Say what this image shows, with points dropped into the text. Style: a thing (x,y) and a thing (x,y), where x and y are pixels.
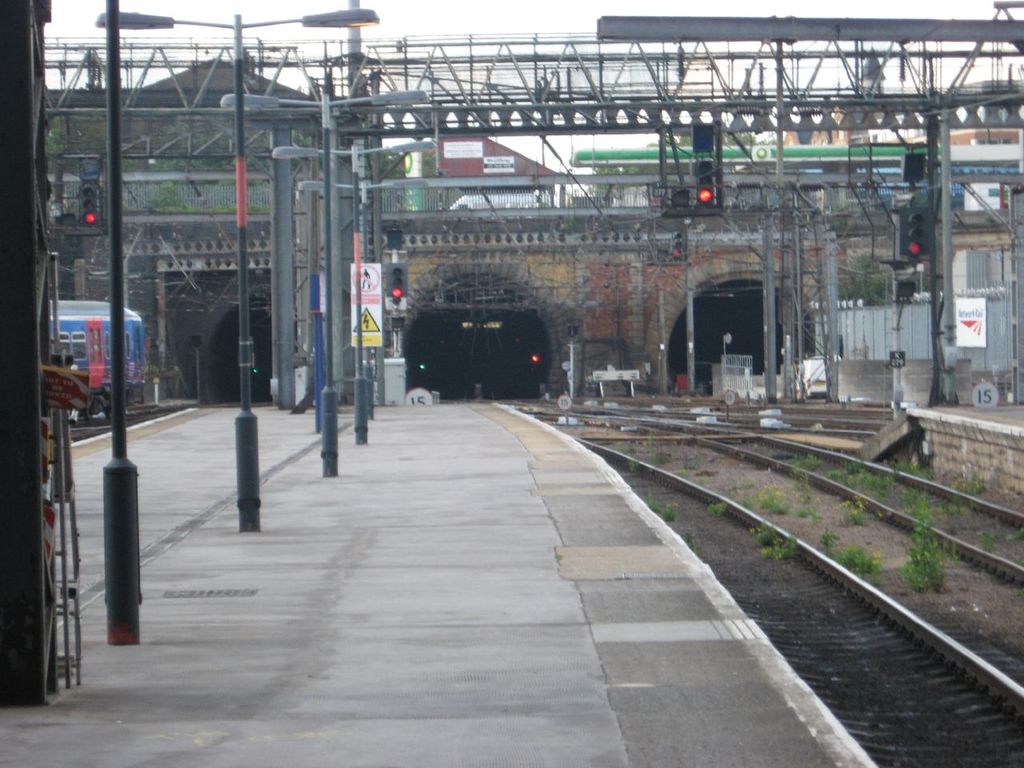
In this image we can see poles (286,258), boards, traffic signals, rods (824,306), railway tracks (914,724), tunnels (435,352), bridge (215,265), platform (873,444), plants (869,552), buildings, and few objects (60,554). In the background (534,14) there is sky (826,2).
